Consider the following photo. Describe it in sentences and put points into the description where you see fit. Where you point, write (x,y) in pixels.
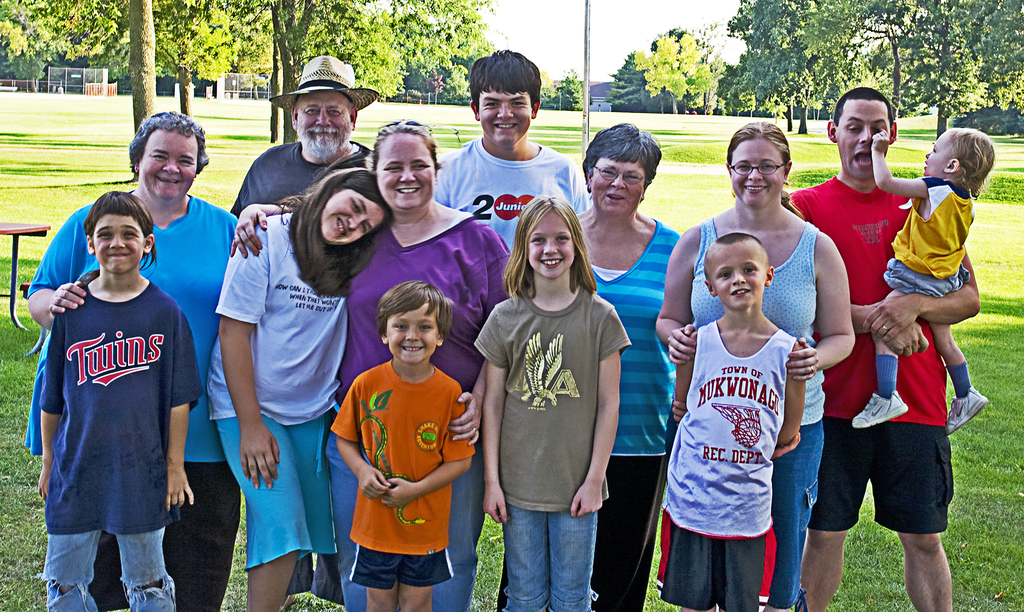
In the image we can see there are many people (461,295) standing wearing clothes (370,353) and this is a grass (1001,506), table (26,227), trees (323,11), pole (585,89), building (599,92) and a sky (532,28). This is a hat (323,69) and spectacles (633,176).
